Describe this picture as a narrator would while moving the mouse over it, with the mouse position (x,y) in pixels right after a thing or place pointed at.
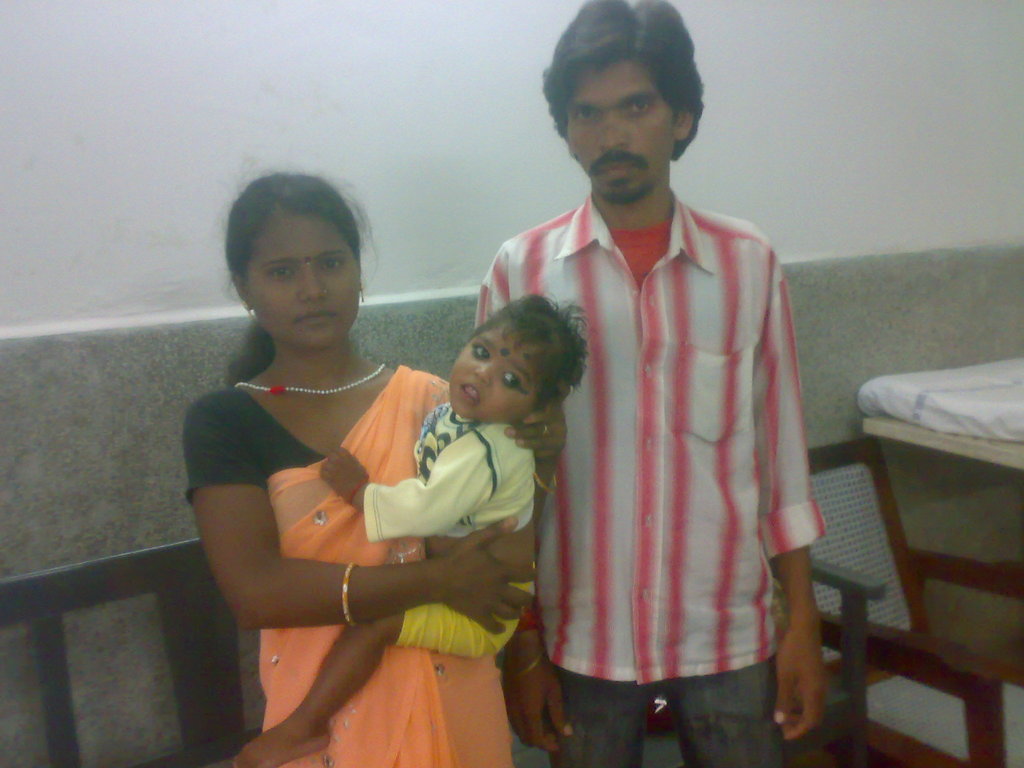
On the background (76,44) we can see a wall (812,116). Here we can see chairs (823,657). this is a bed (934,389). We can see one man (598,286) and woman (439,678) in this picture. We can see a woman (389,386) holding a baby (536,374) with her hands (429,601).
